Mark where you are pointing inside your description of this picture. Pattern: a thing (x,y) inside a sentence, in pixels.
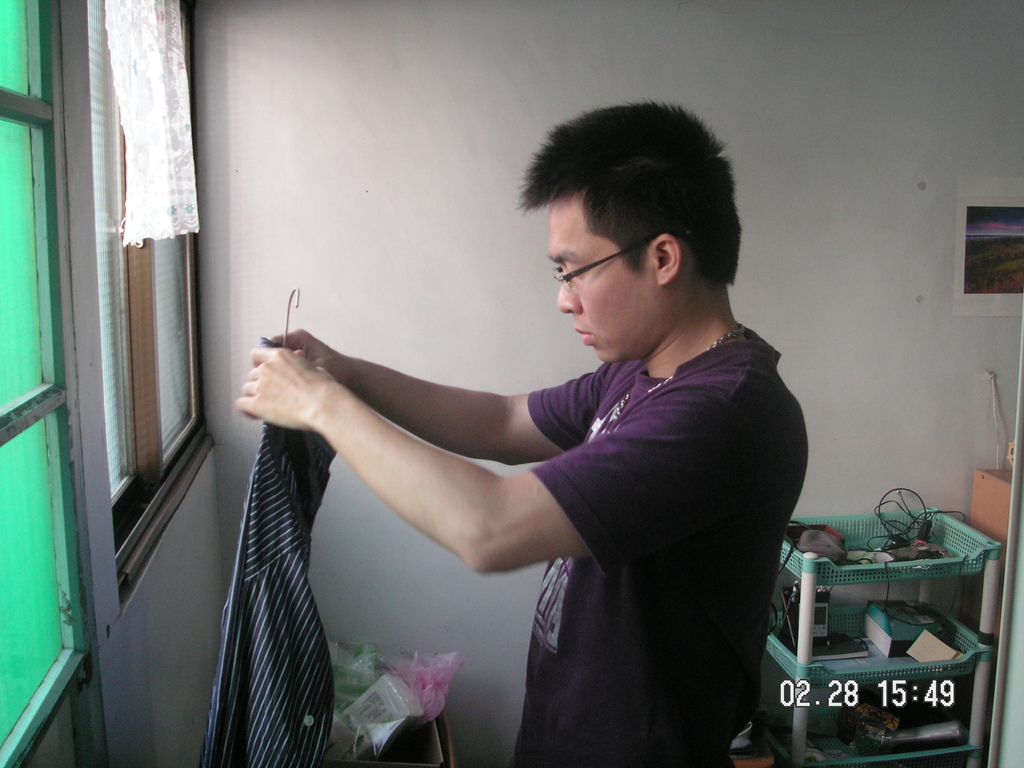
In the foreground (310,405), I can see a person (545,559) is holding a cloth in hand (296,381). In the background (2,429), I can see a window (51,395), wall painting (1023,191) on a wall (851,331), table (829,674) and some objects (796,640) on the floor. This picture might be taken in a room.
